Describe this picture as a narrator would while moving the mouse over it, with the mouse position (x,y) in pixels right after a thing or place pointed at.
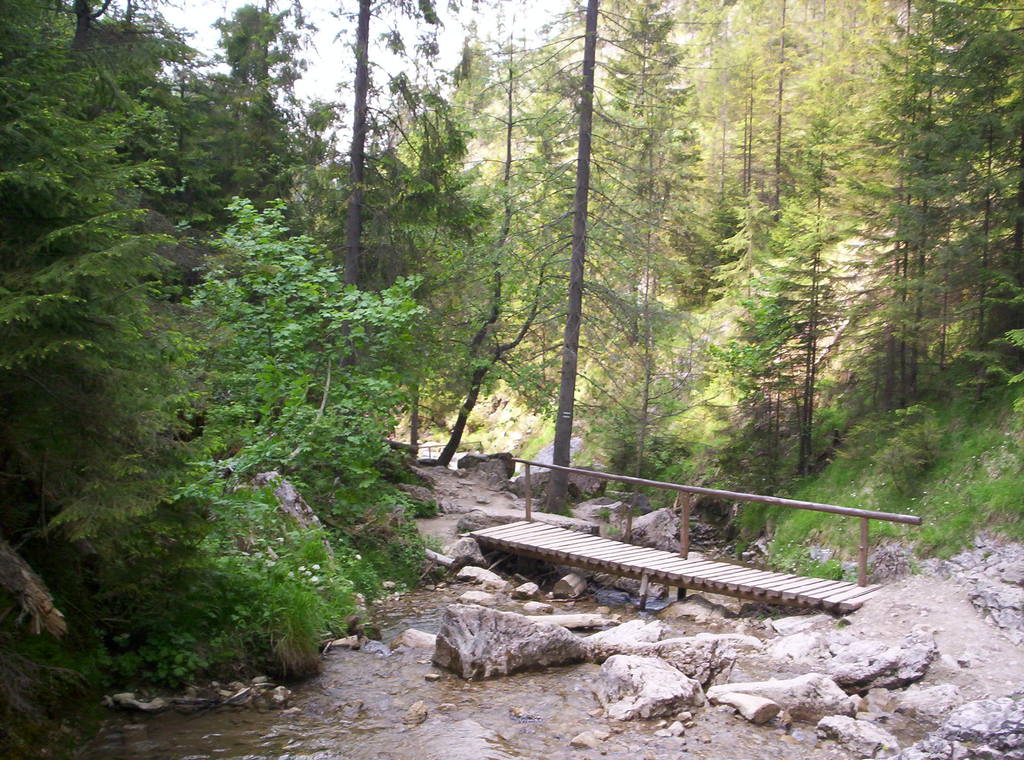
In this image we can see trees (501,297), plants (717,429), rocks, there is a bridge (635,573) on the water (461,742), also we can see the sky (364,143).
